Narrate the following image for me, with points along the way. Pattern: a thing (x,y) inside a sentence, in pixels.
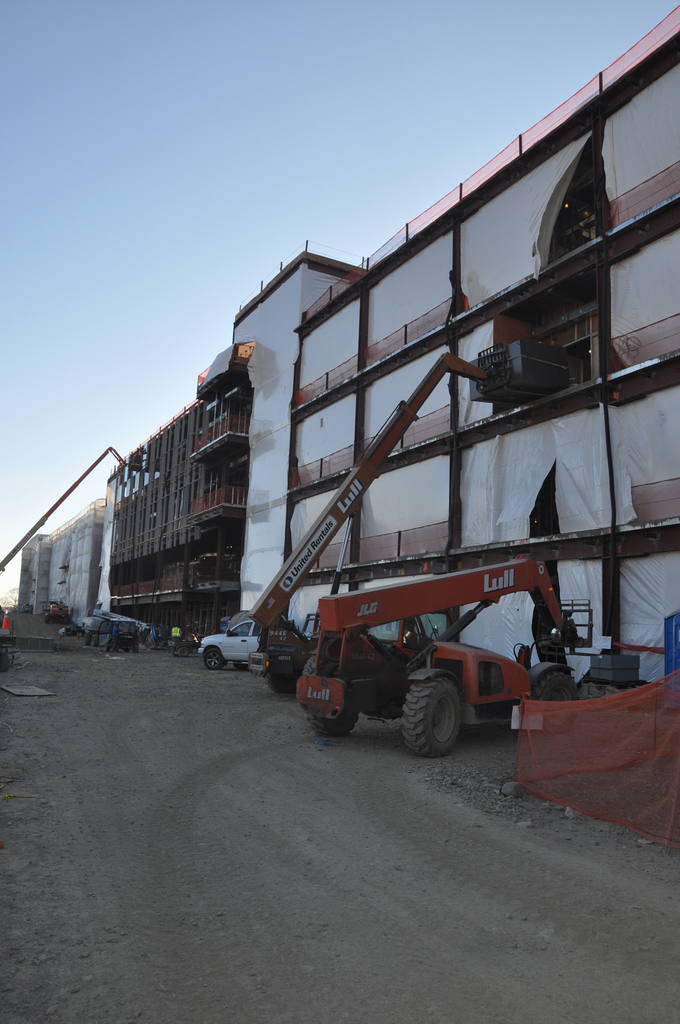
In this image we can see some buildings (264,574). We can also see some vehicles (425,728), some people (177,634), pole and the net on the pathway (379,889). On the backside (133,239) we can see the sky (255,219) which looks clear.
